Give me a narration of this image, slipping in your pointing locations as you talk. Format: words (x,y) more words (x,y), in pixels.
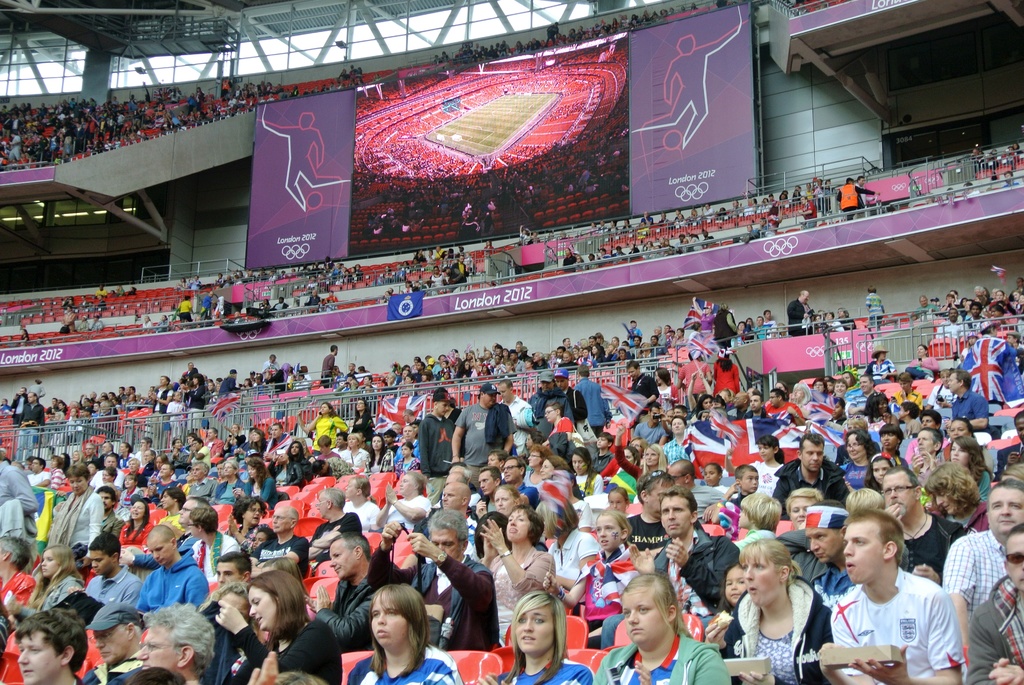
In this image I can see number of people (427,554) are sitting in chairs (505,644) which are red in color in the stadium (427,323). I can see few flags (829,406), few boards (261,182), few banners (744,161), a huge screen (525,137) in which I can see the stadium (515,127) and the ceiling (286,25) of the stadium (265,12).
